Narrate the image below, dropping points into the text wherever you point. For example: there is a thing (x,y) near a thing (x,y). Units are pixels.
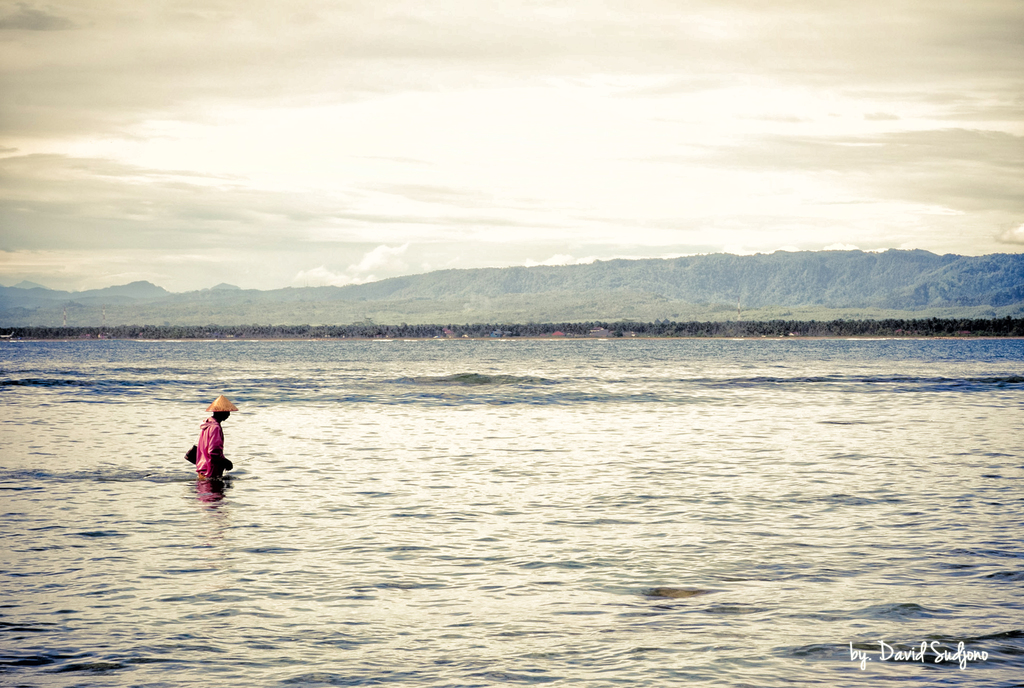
In this image we can see a person (207,423) in the water (207,387). And we can see the trees (870,329). And we can see the hill (899,282). And we can see the clouds (754,141) in the sky (791,141).
